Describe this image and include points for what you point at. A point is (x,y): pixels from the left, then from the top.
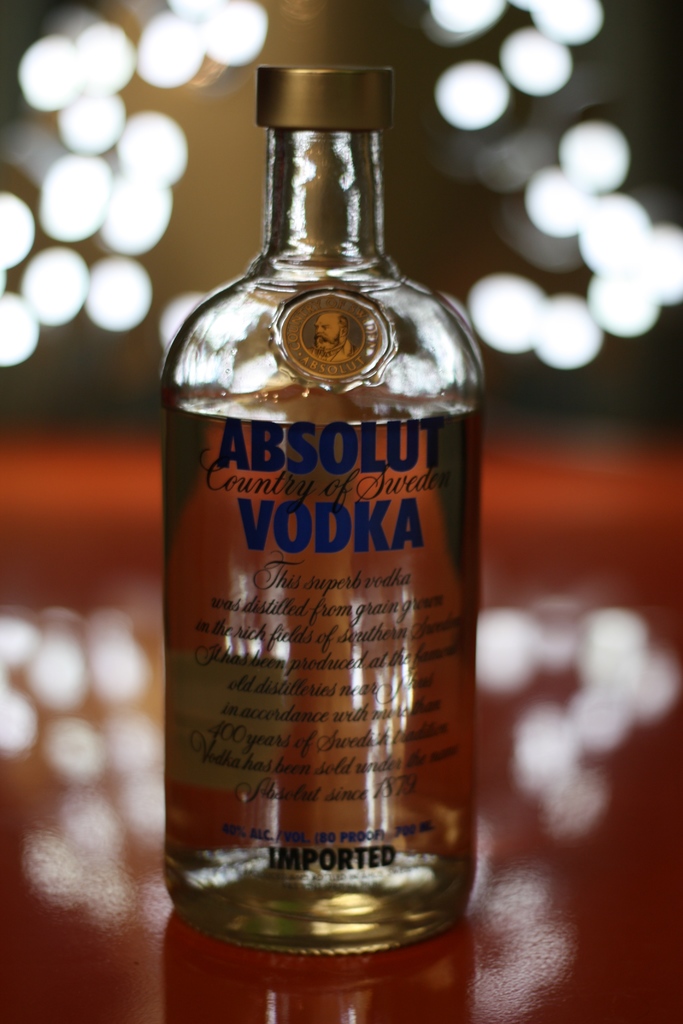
In this image there is a vodka bottle (319,618) on it is written absolut vodka.
